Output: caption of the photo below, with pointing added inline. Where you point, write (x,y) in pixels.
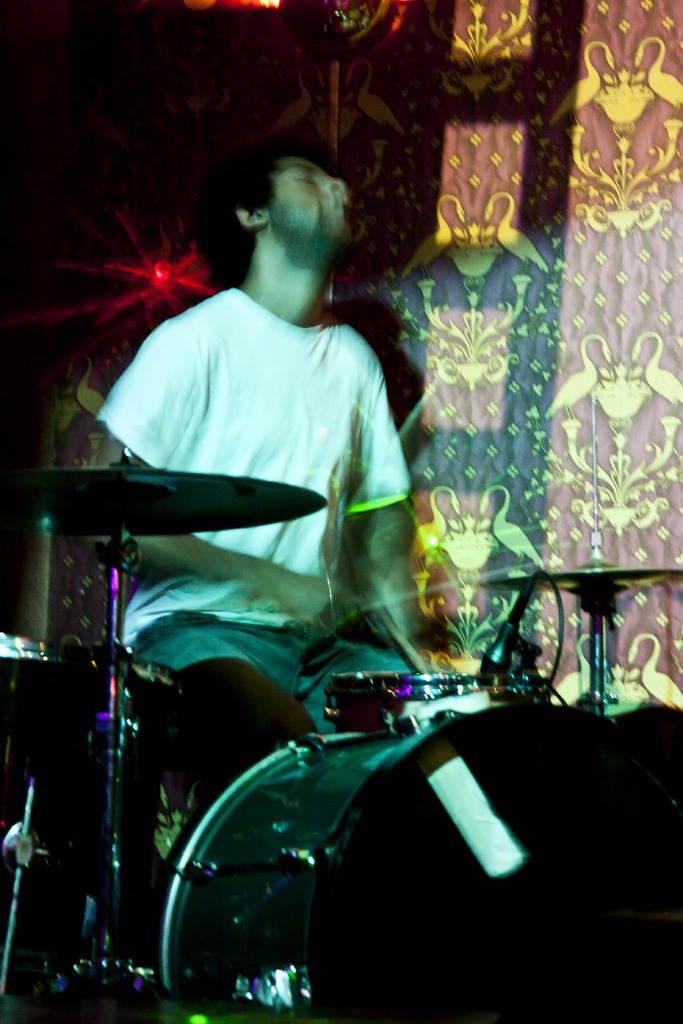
This picture is slightly blurred, where I can see a person (212,548) wearing white color T-shirt (261,472) is sitting and there is a drums (280,899) in front of him. The background of the image (615,463) is dark, where I can see lights (173,283) and different pattern (516,381) which is brown in color.
